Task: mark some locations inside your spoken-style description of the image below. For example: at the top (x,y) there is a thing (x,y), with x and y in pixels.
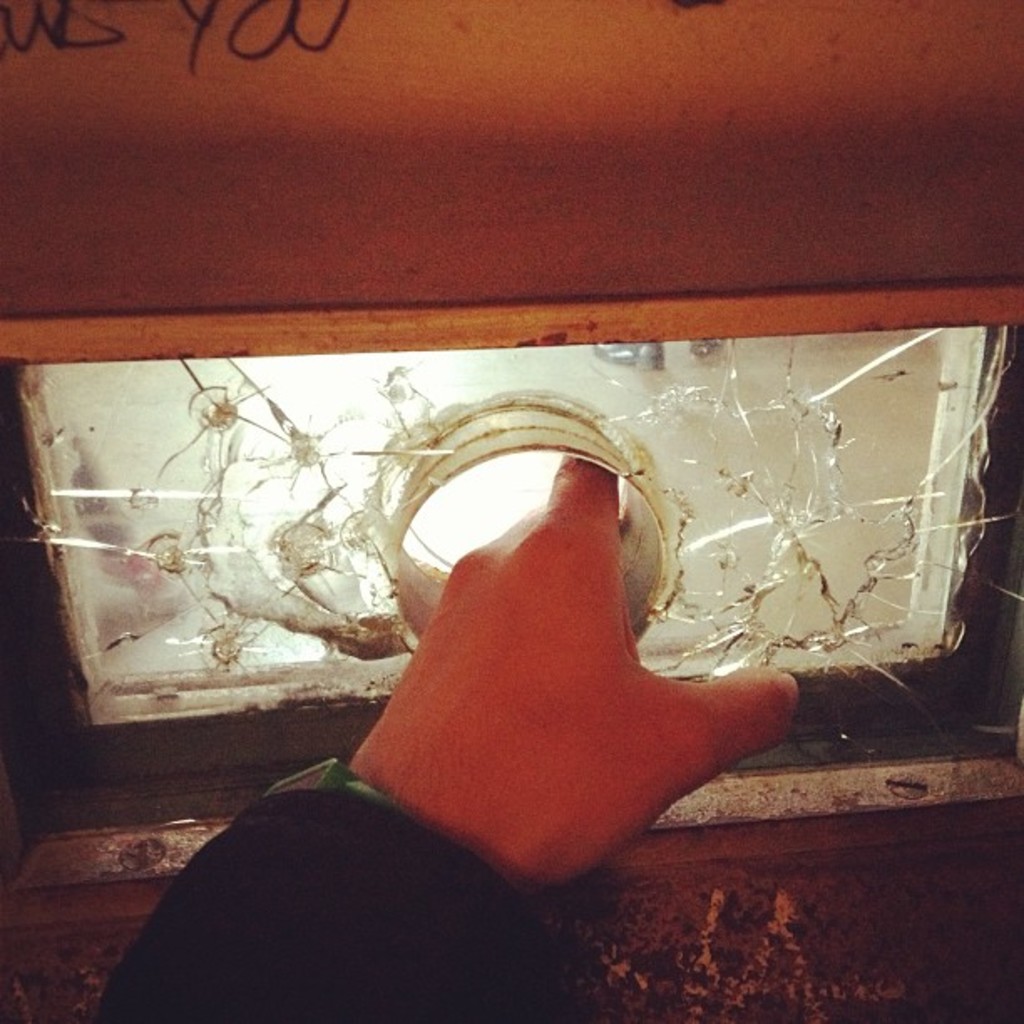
In the back (310,340) there is a wall (214,302) with glass (214,465). In the center of the glass (519,447) there's a hole (525,483).
